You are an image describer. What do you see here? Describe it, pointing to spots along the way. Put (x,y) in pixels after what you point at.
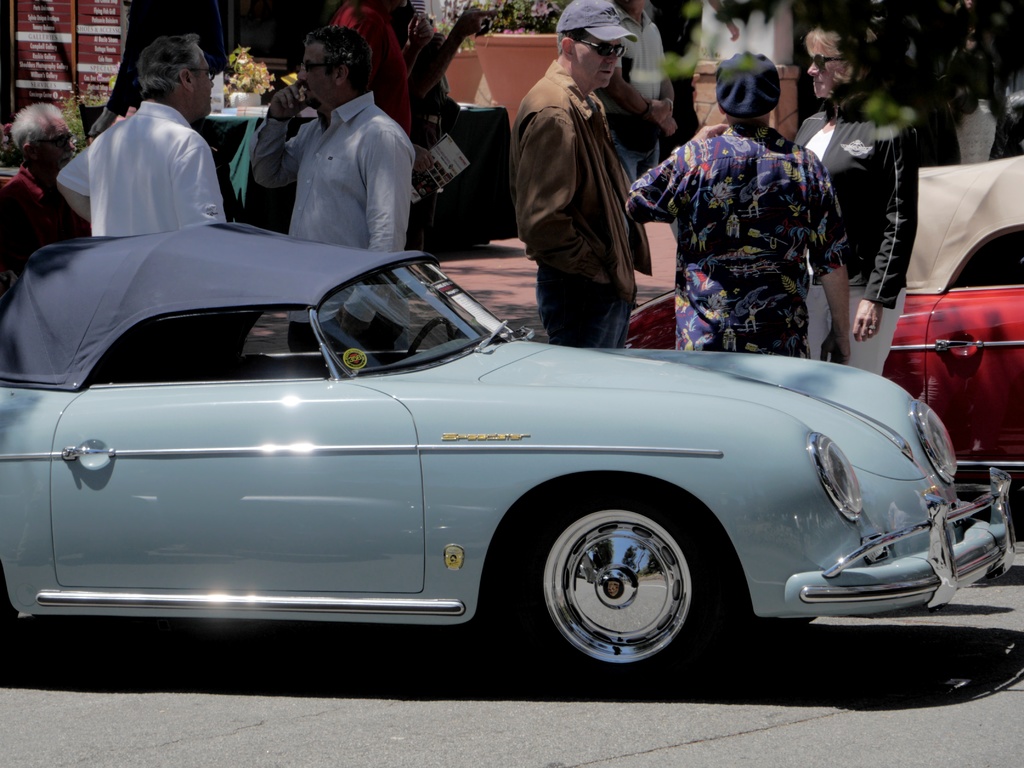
In this image there are people (561,89) and we can see cars (621,497) on the road (431,680). In the background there are trees (918,25) and plants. There is a board (42,73).
